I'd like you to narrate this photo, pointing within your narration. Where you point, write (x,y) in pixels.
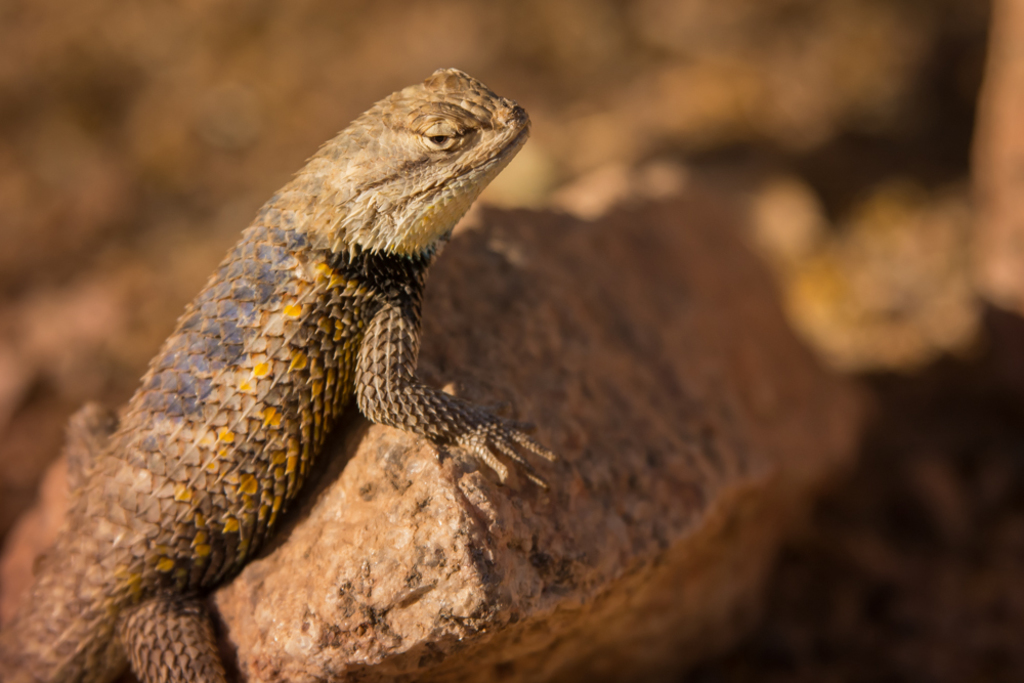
In this picture there is a reptile (393,250) on the stone (597,555). At the back (692,124) the image is blurry.
